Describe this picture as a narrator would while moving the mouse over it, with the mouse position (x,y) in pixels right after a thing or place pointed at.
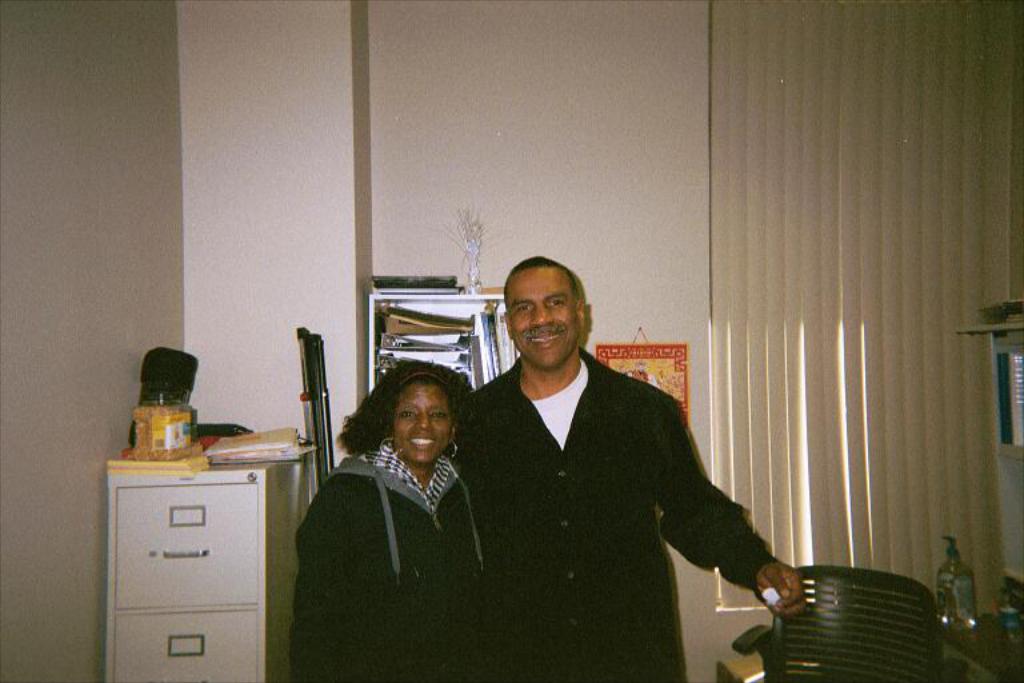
In this image we can see a man (504,485) and a woman (433,535) standing and smiling. Image also consists of a jar (168,434), books (213,451) on the white color object (210,625) on the left (214,598). We can also see the chair (822,656), bottle (958,596) and some objects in the white rack (446,297). In the background (496,166) we can see the wall (661,183), window mat (792,236) and a frame (667,353) hanged to the plain wall (677,321).
